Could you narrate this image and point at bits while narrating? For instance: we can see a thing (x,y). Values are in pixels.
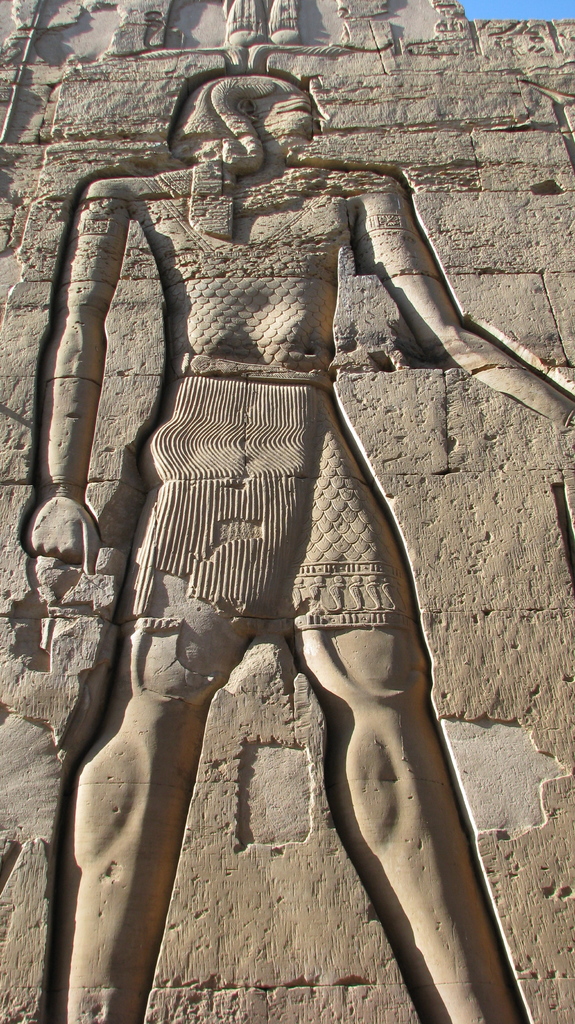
There is a sculpture (206,447) on a wall (328,58). In the background (515,10), there is blue sky (526,13).
